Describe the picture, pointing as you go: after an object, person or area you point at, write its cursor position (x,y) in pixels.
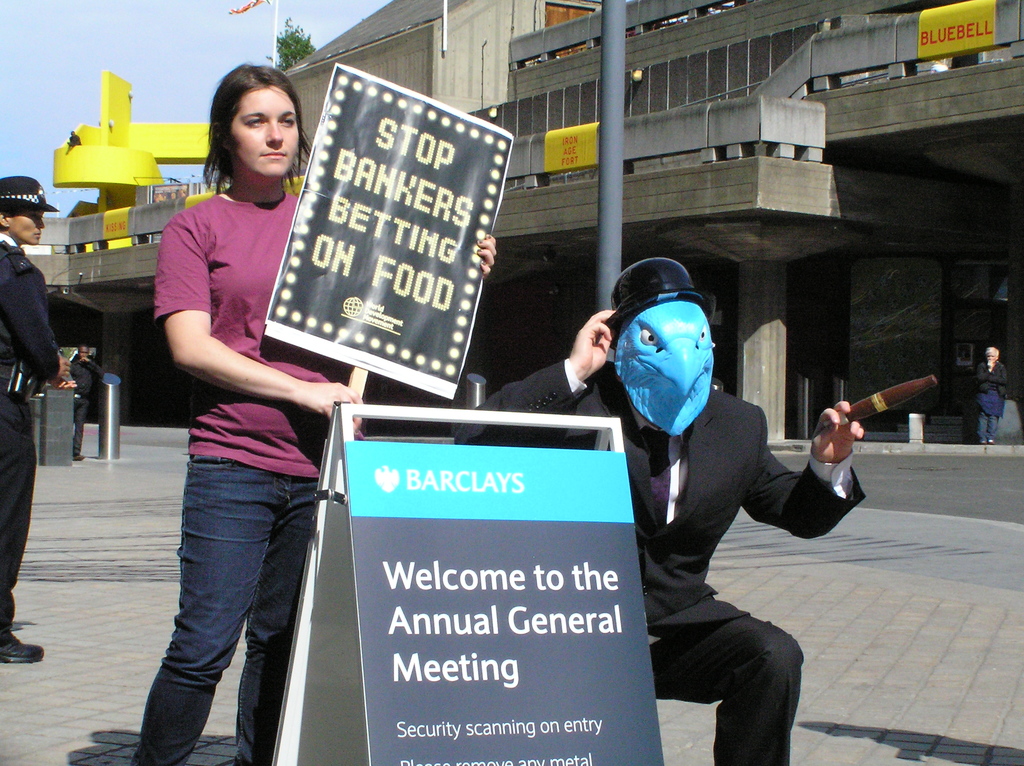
In this image there is one person (696,480) is wearing a mask (659,337) and there is another person (289,348) who is holding a placard (384,272), and on the placard (404,221) there is text (401,180). At the bottom (392,634) there is a board (522,621), on the board (544,571) there is text (425,475). And in the background (960,319) there are some people (16,278), buildings (586,18), pole (601,184), boards (959,39), flagpole (274,40), trees (287,44) and some dustbins (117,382) and some objects (105,437). At the bottom (105,583) there is a walkway (867,616).
